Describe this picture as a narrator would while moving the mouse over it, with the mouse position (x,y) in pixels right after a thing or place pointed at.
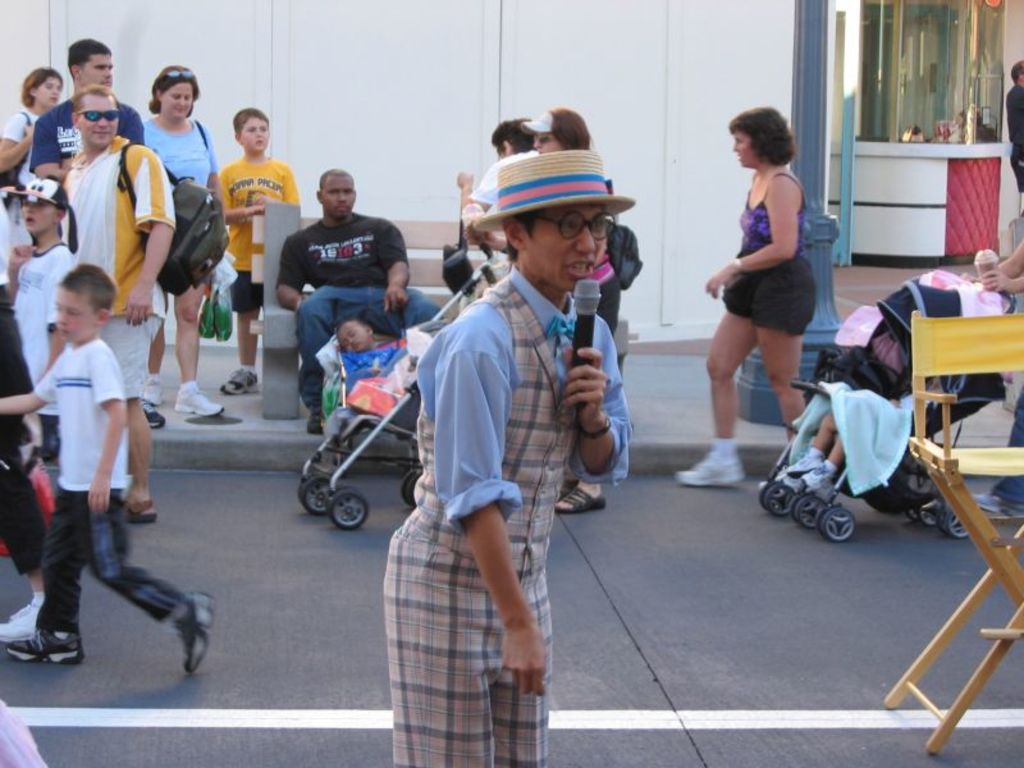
In this image I can see a person (450,564) standing holding a microphone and talking. The person (562,311) is wearing blue shirt (462,431), cream color cap (580,182). Background (181,126) I can see few other persons (88,313) some are sitting and some are standing, and I can see wall (336,93) in white color.
